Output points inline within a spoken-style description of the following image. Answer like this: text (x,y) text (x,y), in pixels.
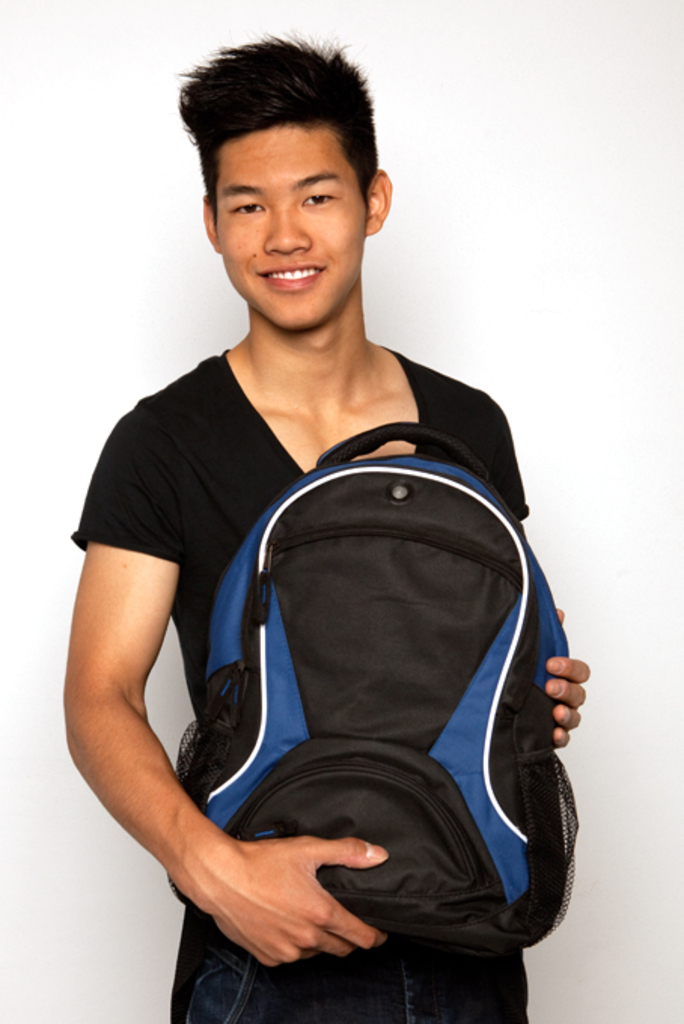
In this image I can see the person (286,445) smiling and holding the bag (352,827).
